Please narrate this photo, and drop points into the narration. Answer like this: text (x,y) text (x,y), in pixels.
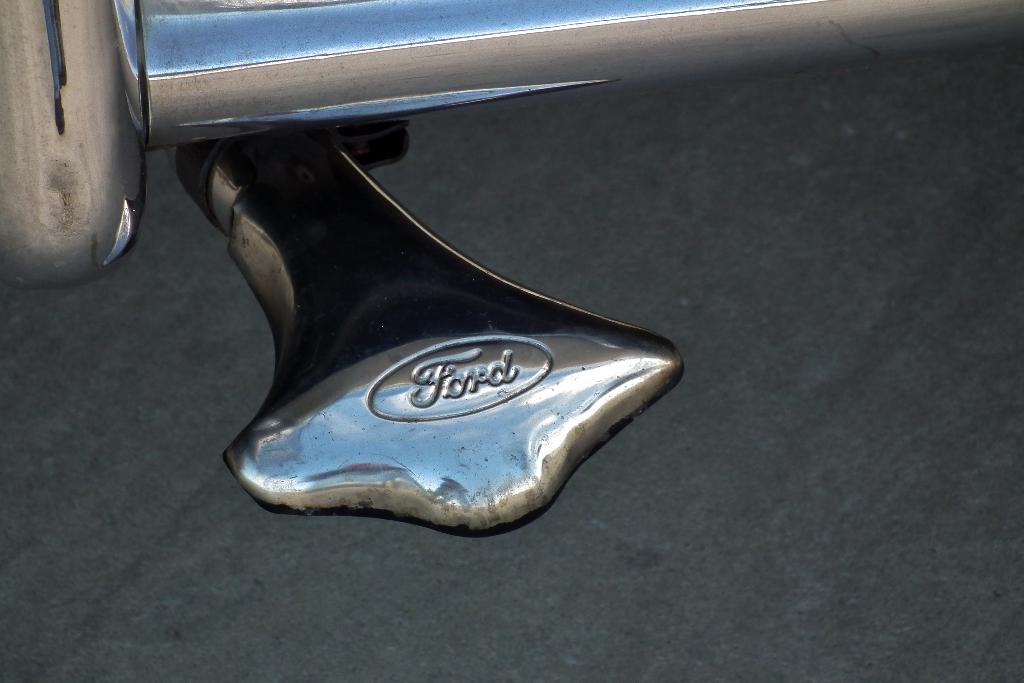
In this image in the front (410,419) there is an object (415,446) which is silver in colour with some text (453,352) written on it
